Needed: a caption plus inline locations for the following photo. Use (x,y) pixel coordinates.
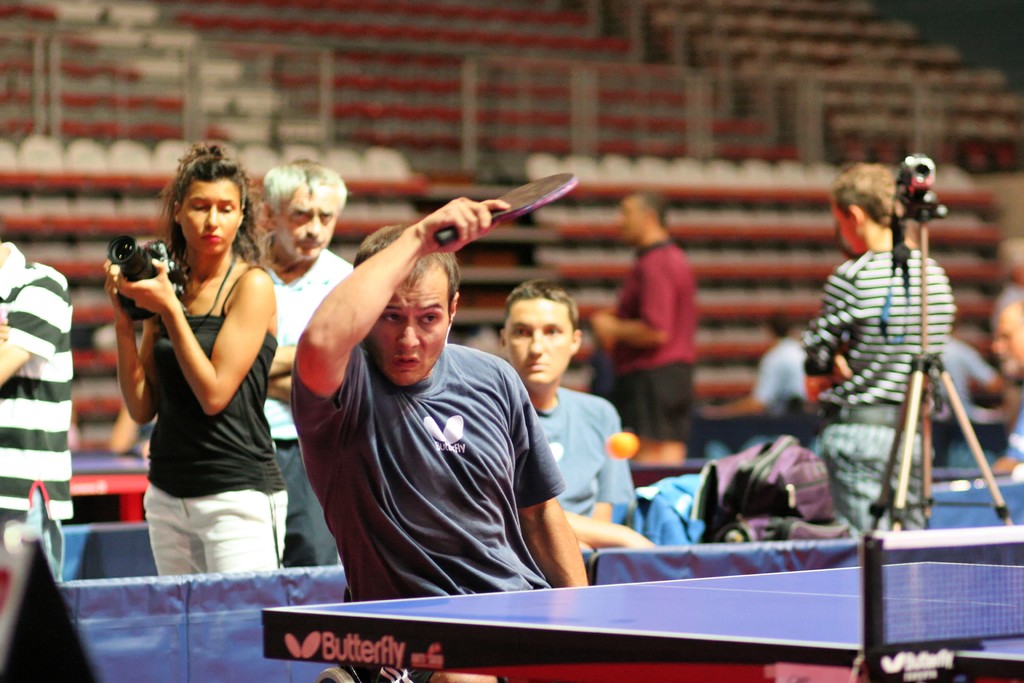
There is a person (456,280) holding a table tennis bat (547,192) and playing table tennis. In front of him there is a table tennis table (727,606) with net (895,601). In the back (827,346) there are many people (554,315). And a lady (240,349) is holding a camera (114,250). Also there is a camera (935,173) on the stand (926,355). In the background (620,213) it is blurred.
